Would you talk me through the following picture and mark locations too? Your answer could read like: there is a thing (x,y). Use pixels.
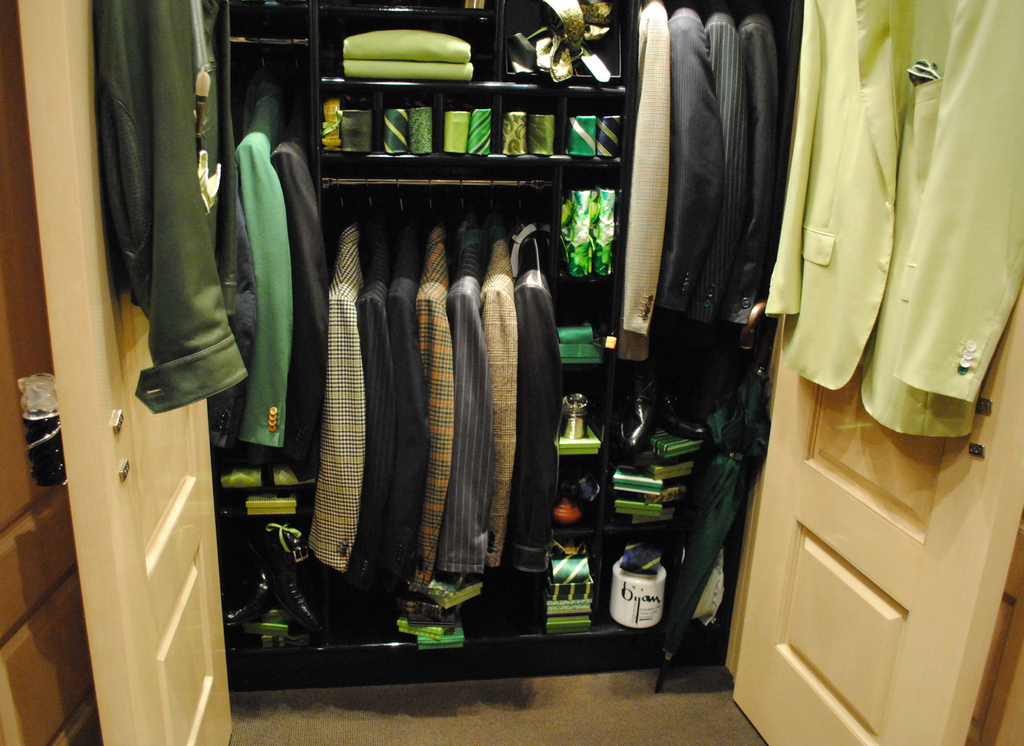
In this image I can see number of clothes (545,290) and on the bottom side of the image (631,604) I can see few boxes (658,484) and a white colour thing (647,601). On the both sides of the image I can see two doors (777,420).
